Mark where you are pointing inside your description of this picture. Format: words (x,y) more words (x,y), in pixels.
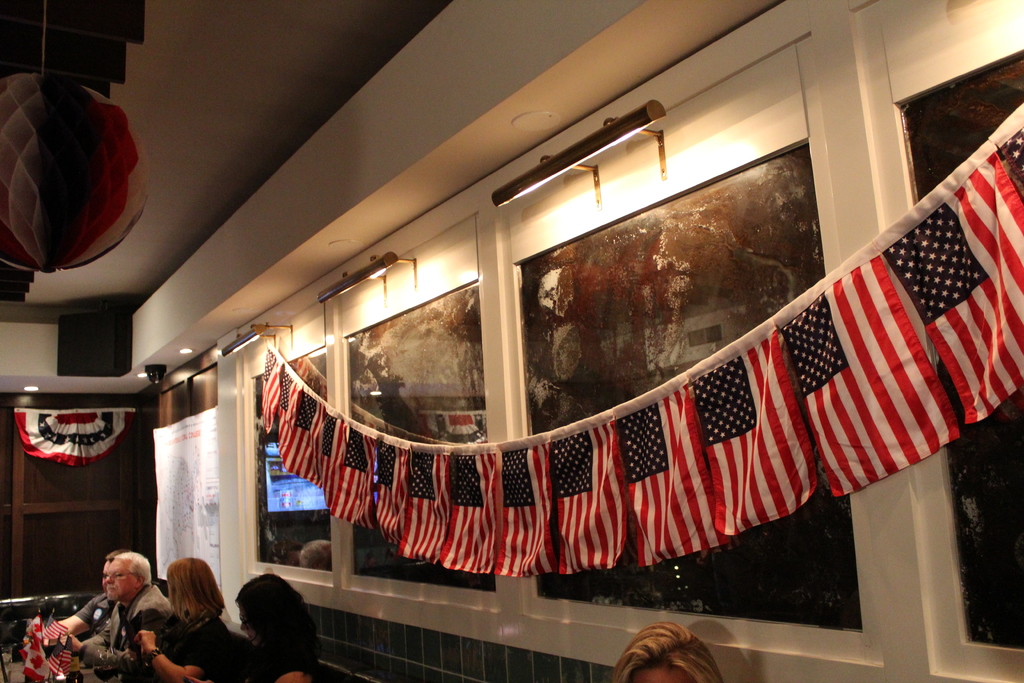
In this image we can see flags (960,283) are hanging. Left bottom of the image (206,615) people (212,630) are sitting, in front of them flags (53,661) are there. The walls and roof (381,89) are in white color. Right side of the image (759,237) windows (540,309) are present.
